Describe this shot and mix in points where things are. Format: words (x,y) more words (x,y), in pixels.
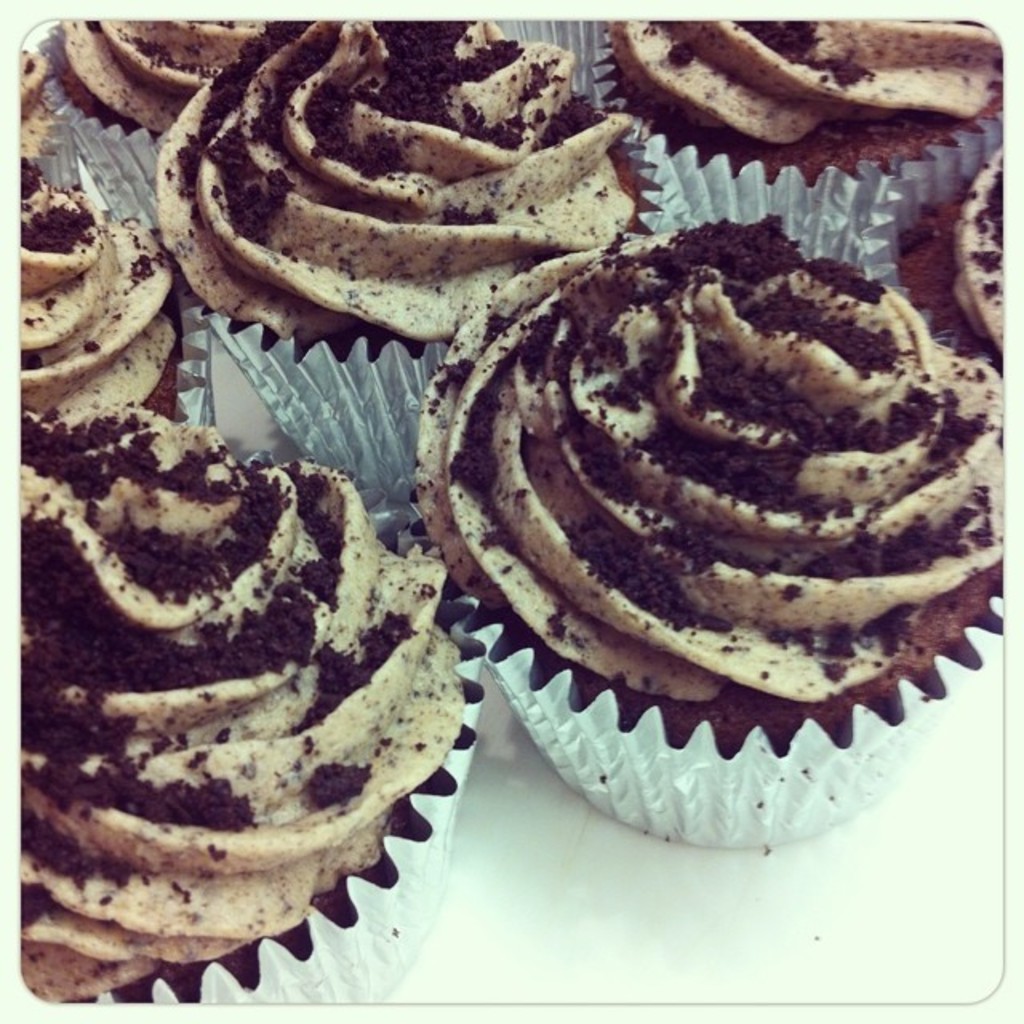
In this picture we can see some chocolate cupcakes (700,535), placed on the white table top (704,924).
